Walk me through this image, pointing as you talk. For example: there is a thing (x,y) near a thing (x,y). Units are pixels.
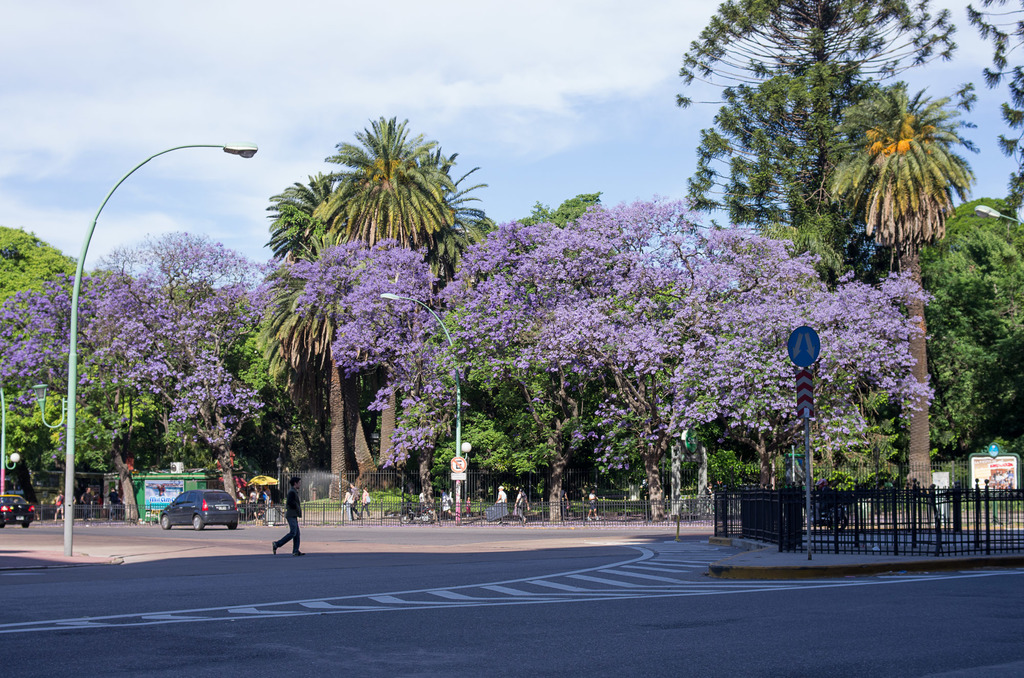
This picture is clicked outside. In the foreground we can see the group of people (445,502) walking on the ground (233,533). We can see the vehicles (181,521) seems to be running on the ground (749,571). On the right (886,545) we can see the fence (787,542), trees (901,364) and we can see the street lights (254,152). In the background (613,113) there is a sky (504,99).
